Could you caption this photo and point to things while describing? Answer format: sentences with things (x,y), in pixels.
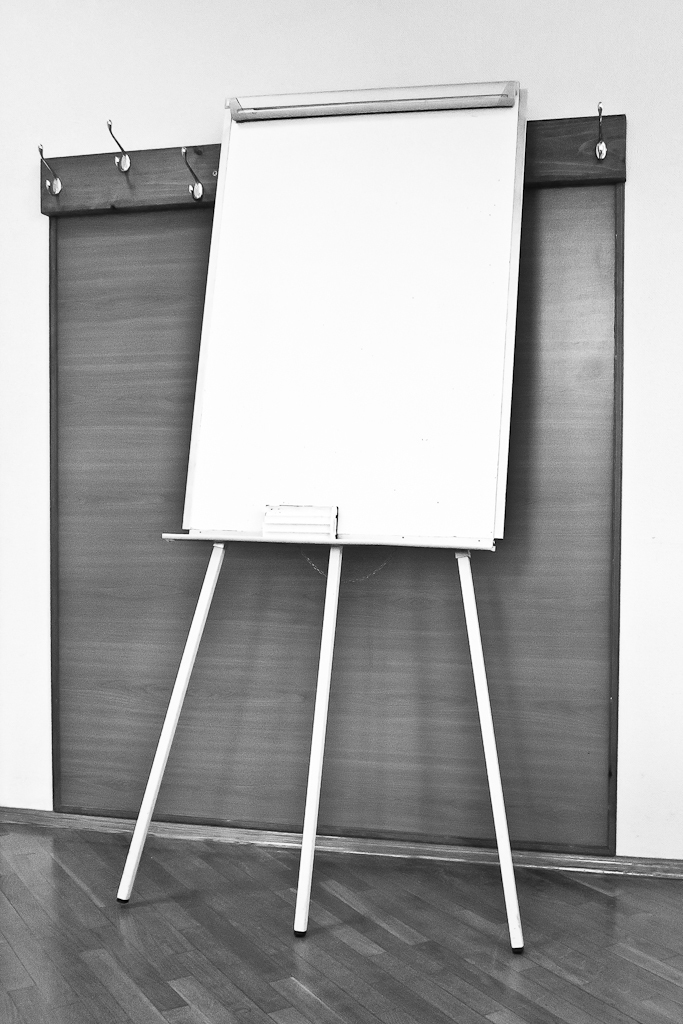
In this image I can see the board (254,341). In the background (188,256) I can see the hangers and the wall (641,423) and this is black and white image.
